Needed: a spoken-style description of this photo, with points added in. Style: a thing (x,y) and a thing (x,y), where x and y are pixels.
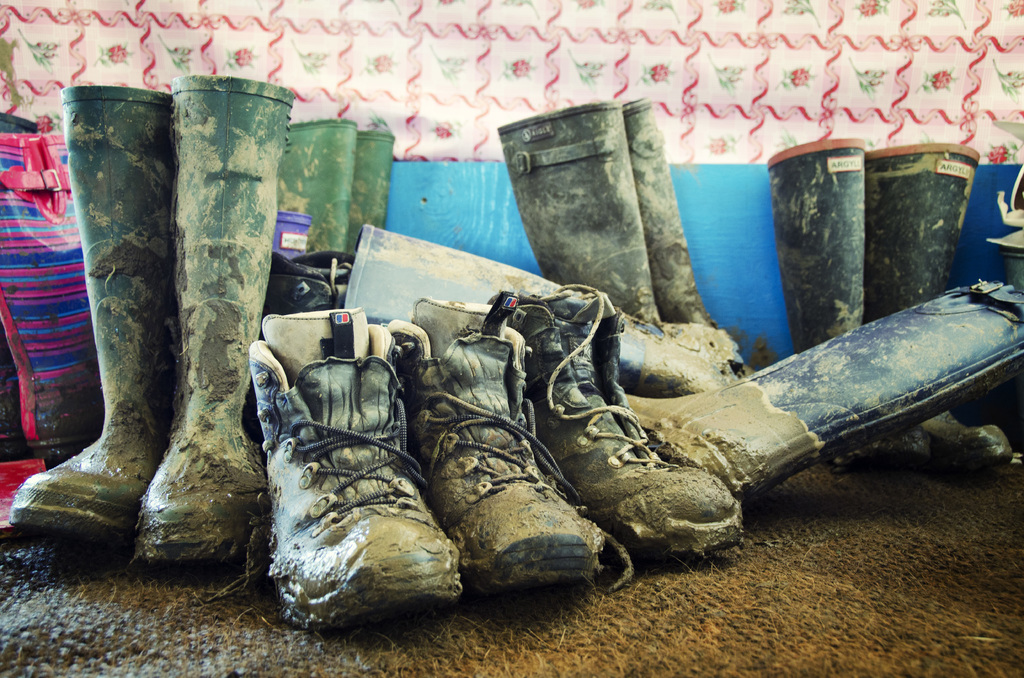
In this picture we can see boots (341,445) and a mat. At the top (486,82) there is a cloth (449,37) maybe a curtain (522,112). On the left (55,321) we can see a bag (44,317).
